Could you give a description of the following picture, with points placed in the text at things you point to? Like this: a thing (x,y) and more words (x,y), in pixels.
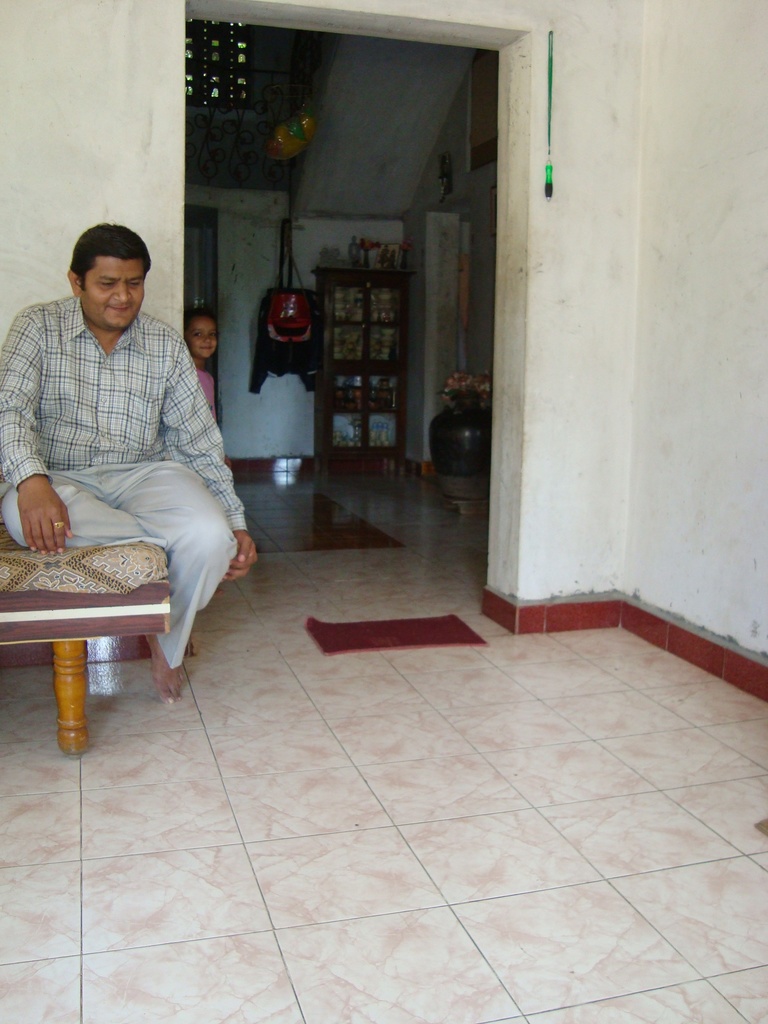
In the foreground (173,617) I can see a person (171,686) is sitting on a bed (142,634) and one person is standing on the floor (265,507). In the background (528,567) I can see a wall (282,204), cupboard (346,415) in which objects (388,403) are there, flower vase (463,415), bag (296,336), clothes (296,350) are hanged, door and board (488,123). This image is taken may be in a hall (442,661).
